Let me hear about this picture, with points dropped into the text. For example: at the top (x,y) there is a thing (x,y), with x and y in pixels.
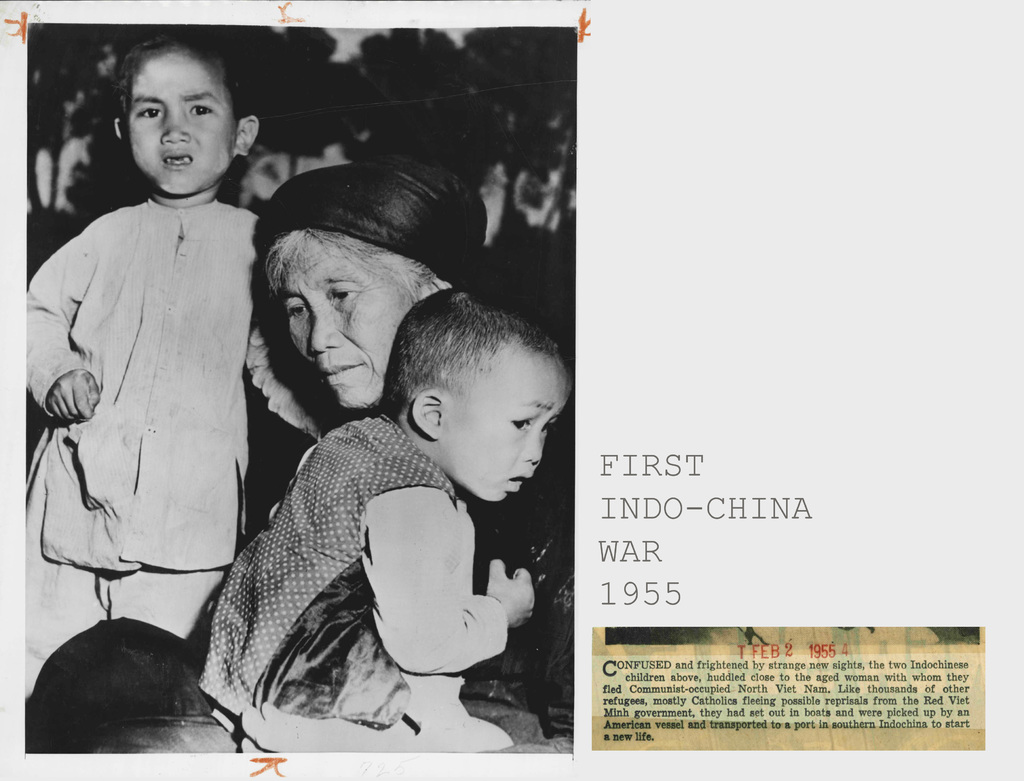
In this picture we can see a poster (258,417) and on this poster (752,201) we can see a photo (355,295), some text (624,522) and on this photo (313,320) we can see three people (459,633) and trees (105,195).
